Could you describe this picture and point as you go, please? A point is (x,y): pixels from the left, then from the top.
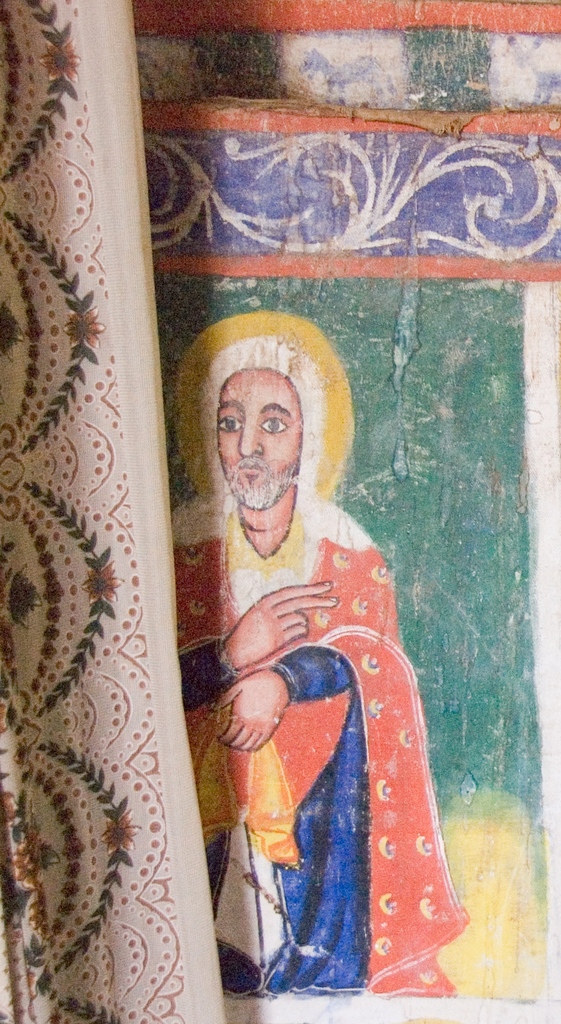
In the image in the center (211,583), we can see one curtain (79,570), and wall (403,548). And we can see some painting (436,537) on the wall (395,622), in which we can see one person (310,622).
